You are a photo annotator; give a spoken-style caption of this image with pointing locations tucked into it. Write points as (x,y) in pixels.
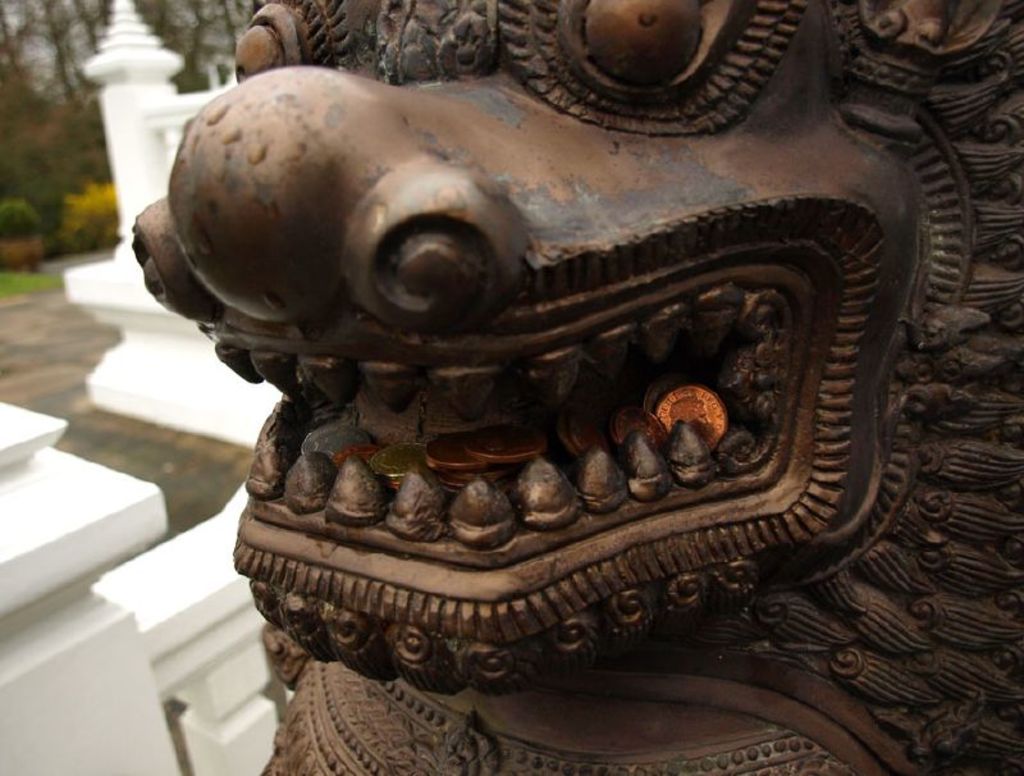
In this image I can see a brown colour thing (426,409) and over here I can see number of coins (575,431). In the background (74,622) I can see few white colour things (73,637), trees (68,65) and I can see this image is little bit blurry from background (53,135).
